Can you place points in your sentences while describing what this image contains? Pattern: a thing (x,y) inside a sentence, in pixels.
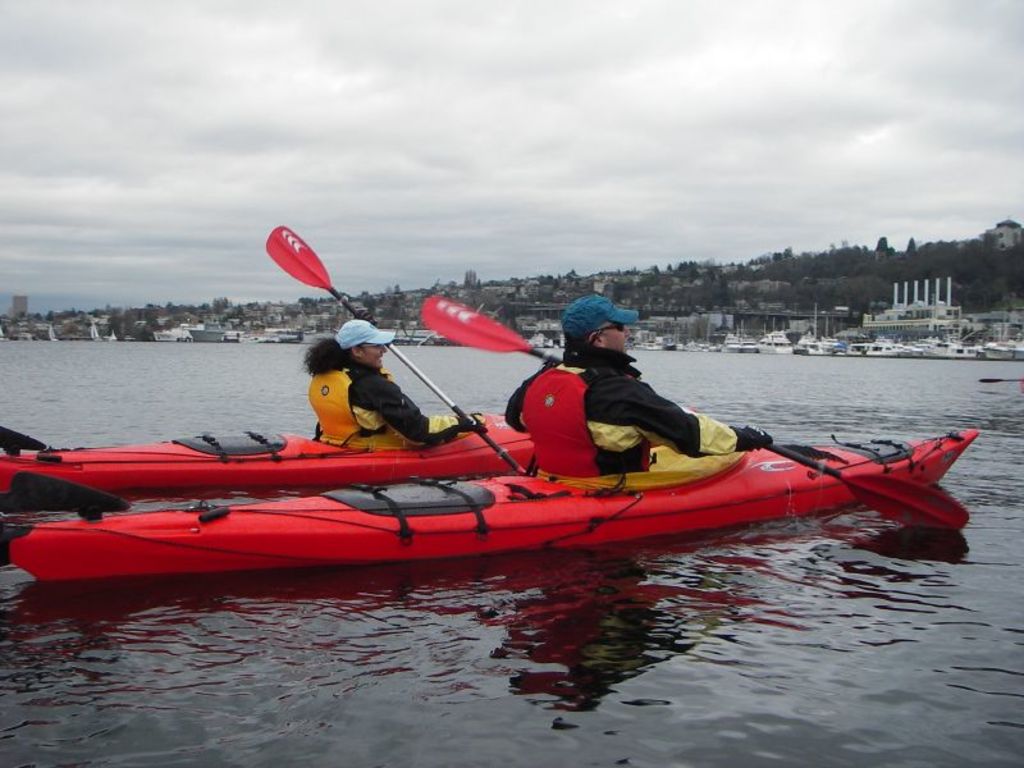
In this picture there are two persons (432,429) sitting on the boats (306,481) and holding the objects (508,328). At the back (915,265) there are buildings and trees (969,305) and there are boats (958,340) on the water (771,366). At the top (710,181) there is sky (565,150). At the bottom (637,638) there is water (678,615).
